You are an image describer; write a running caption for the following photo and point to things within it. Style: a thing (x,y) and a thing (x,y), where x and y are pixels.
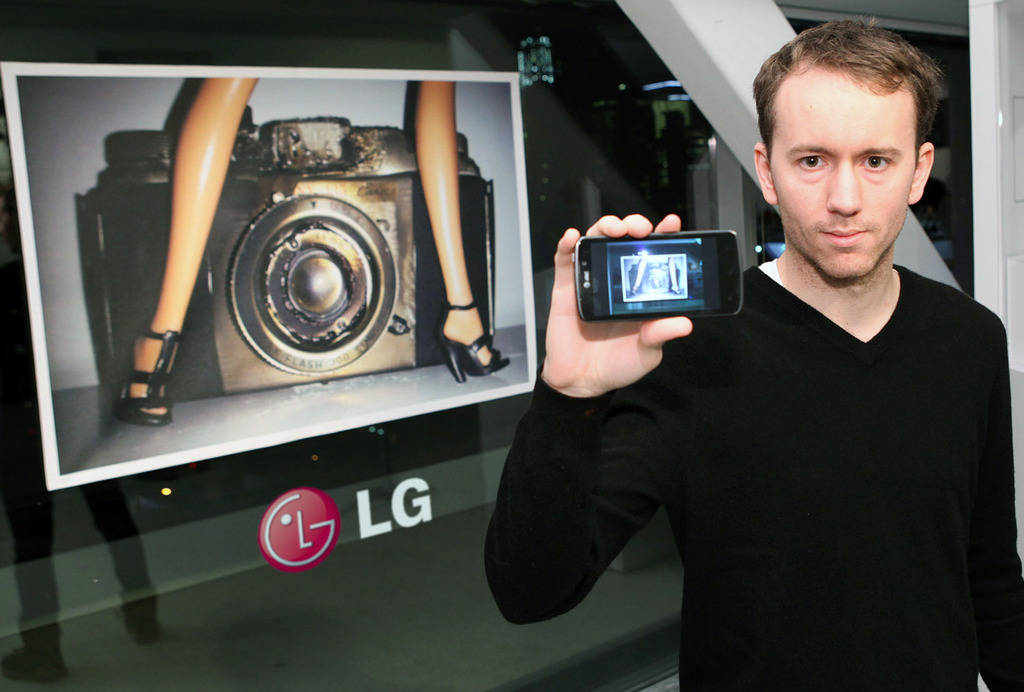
A man (831,483) is showing a mobile phone (695,268) in his hand (562,283). He wears a black T shirt (787,395). There is photo (454,383) with a camera (112,210) and woman's legs (434,187) in it. There is a company logo LG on the glass (410,489) behind him.
